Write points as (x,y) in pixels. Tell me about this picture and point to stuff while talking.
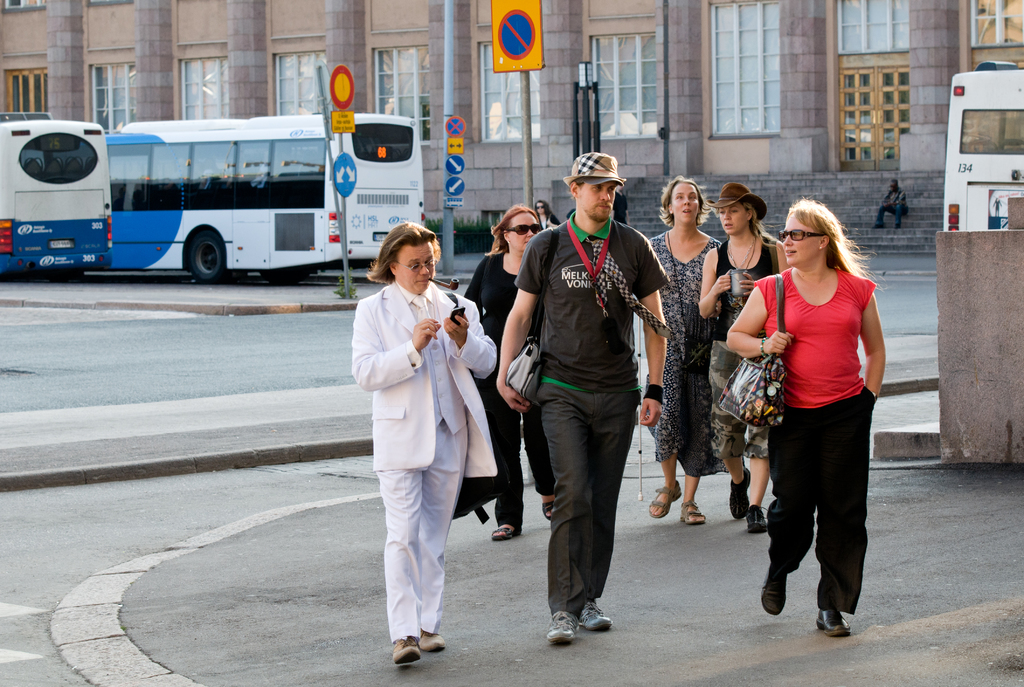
In this picture we can see some people (483,368) are walking, on the left side (153,170) there are two buses (194,164), we can see poles (529,148) and boards (451,163) in the middle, in the background (511,145) there is a building (782,5), the two persons (807,369) in the front (797,409) are carrying bags (767,394).
